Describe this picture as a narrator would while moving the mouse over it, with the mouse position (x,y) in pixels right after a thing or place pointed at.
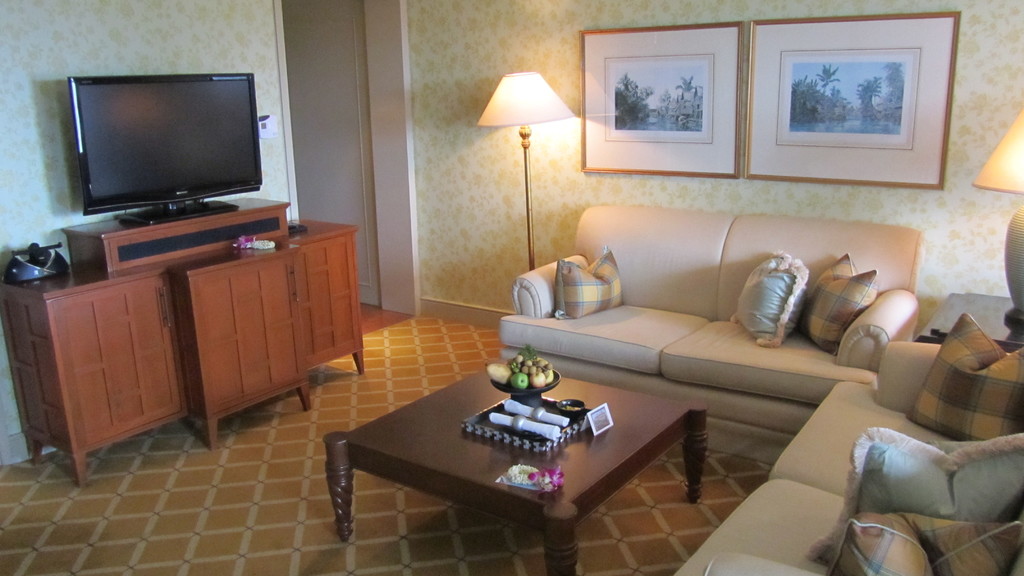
This is the picture of a room (519,263) where we have a sofa (872,418) and some pillows (757,321) on the sofa (798,391) and a table (650,436) in front of them on which there are some fruits (507,372) and some things (547,411) placed and in front of them there is cabinet (275,215) on which there is a TV (205,145) and two frames (645,143) and two lamps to the right side (715,91).
